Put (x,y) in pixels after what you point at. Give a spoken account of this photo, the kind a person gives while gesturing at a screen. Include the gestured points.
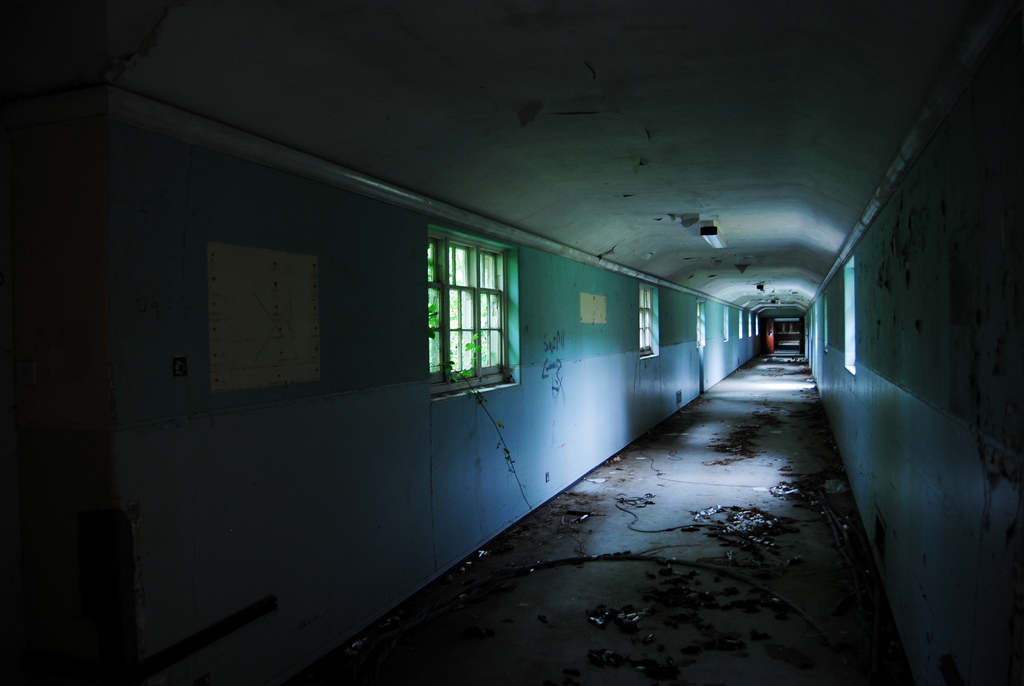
In this image we can see there are walls (454,403), windows (433,362), plants (468,343) and dirt (721,520) on the ground (745,460). And at the top (694,137) we can see the ceiling (741,251) and light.
